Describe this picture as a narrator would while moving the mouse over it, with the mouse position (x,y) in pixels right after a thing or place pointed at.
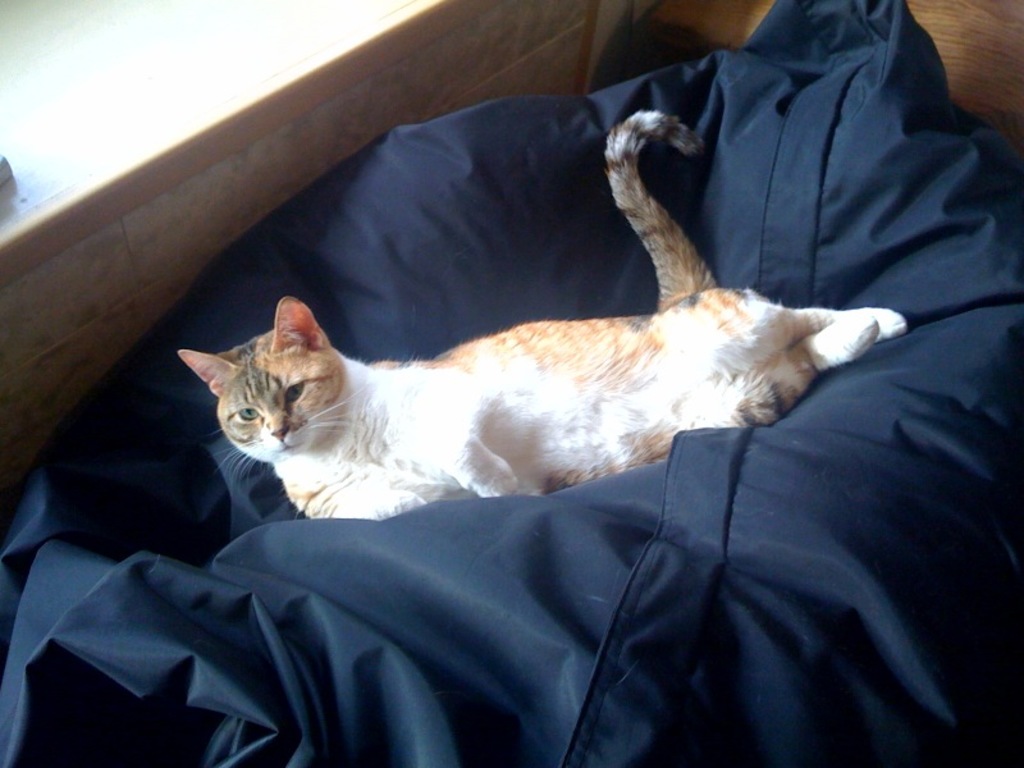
In this image there is a cat (548,340) lying on a bed (911,435). Beside the bed (374,180) there is a wall (167,168).
